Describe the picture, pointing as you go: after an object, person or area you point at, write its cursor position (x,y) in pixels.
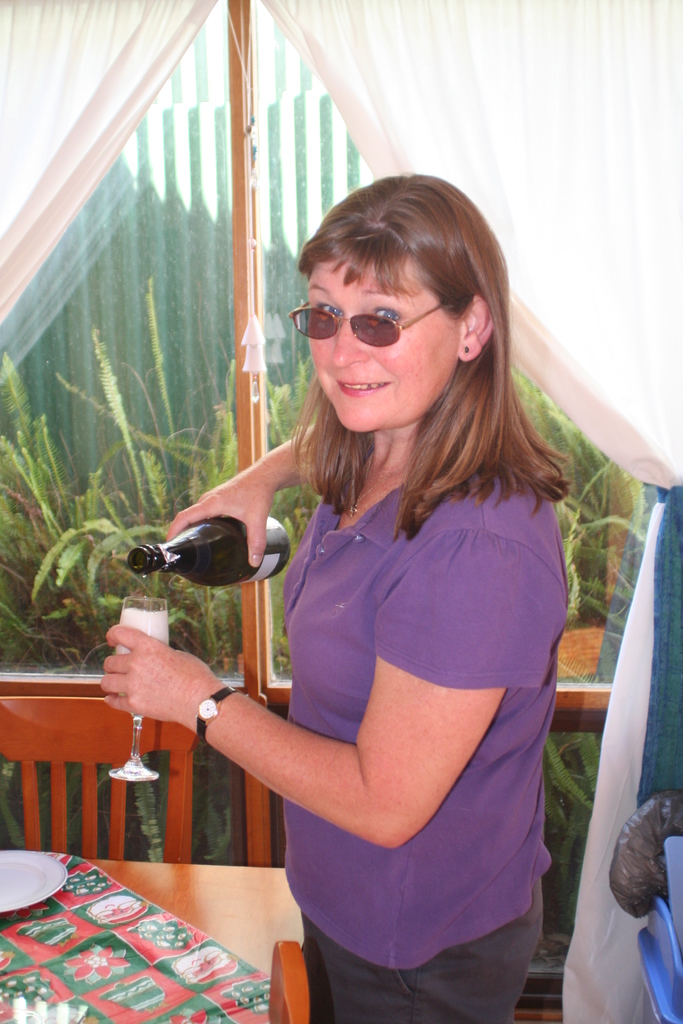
In this image in the center (347,577) there is one woman (356,592) who is standing, and she is holding a bottle (155,544) and glass (143,624) and on the left side (133,883) there is a table (206,884) and some chairs (178,814). On the table (65,946) there is plate (40,892), and in the background (587,363) there is a window (46,430) and curtain (603,447) through the window (84,289) I can see some plants (45,549). On the right side (643,823) there are some objects (634,874).
